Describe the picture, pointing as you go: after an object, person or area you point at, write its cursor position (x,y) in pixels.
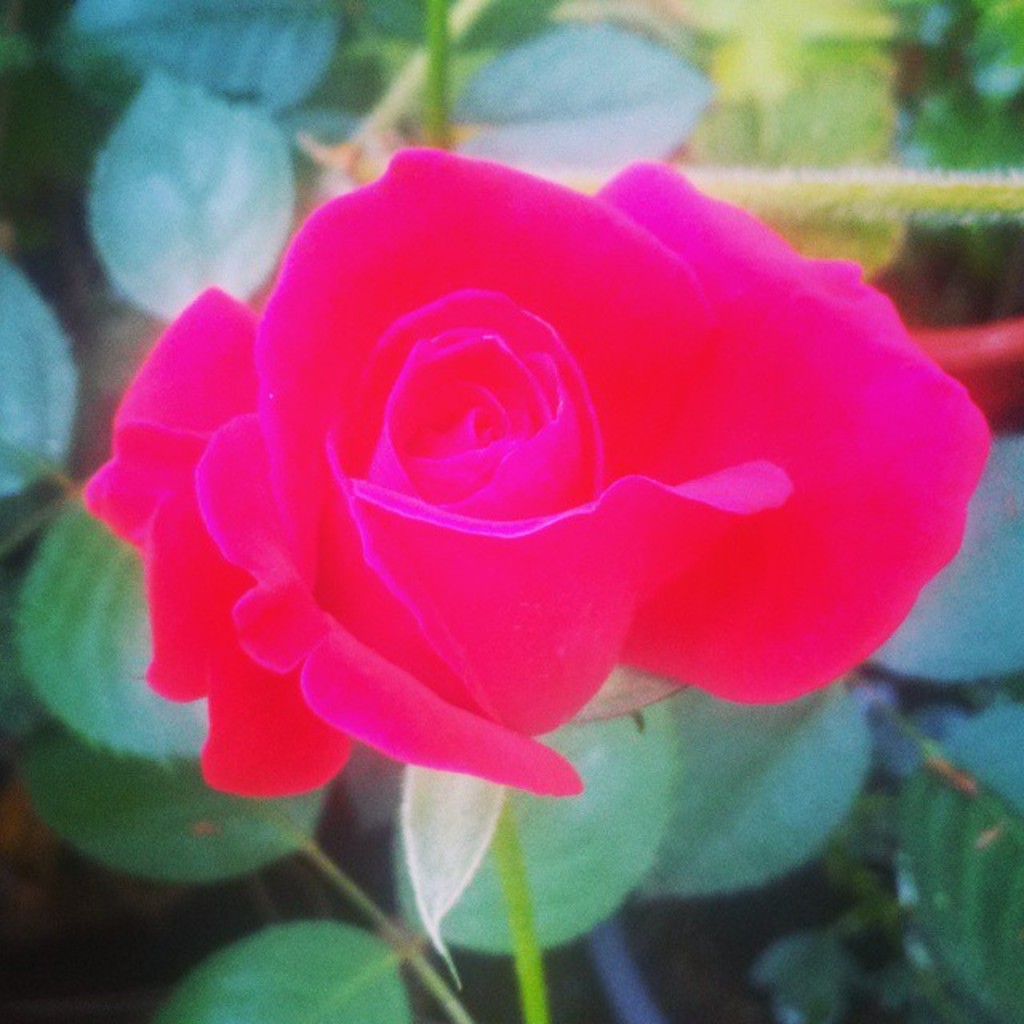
This image consists of a rose flower (323,598) along with leaves (748,157). The flowers (373,411) is in pink color.
